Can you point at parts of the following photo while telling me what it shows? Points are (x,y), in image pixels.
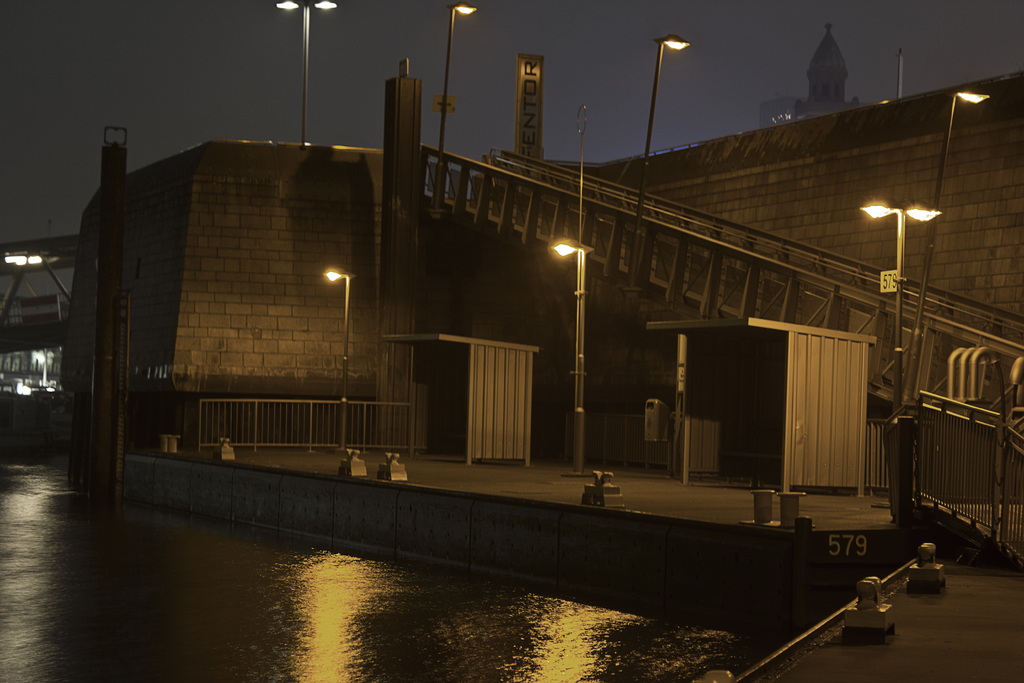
In this image we can see buildings (433,281), staircase (426,200), railings (495,207), grills (368,429), street poles (346,298), street lights (565,242), barriers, lake (245,550) and sky (207,55).
